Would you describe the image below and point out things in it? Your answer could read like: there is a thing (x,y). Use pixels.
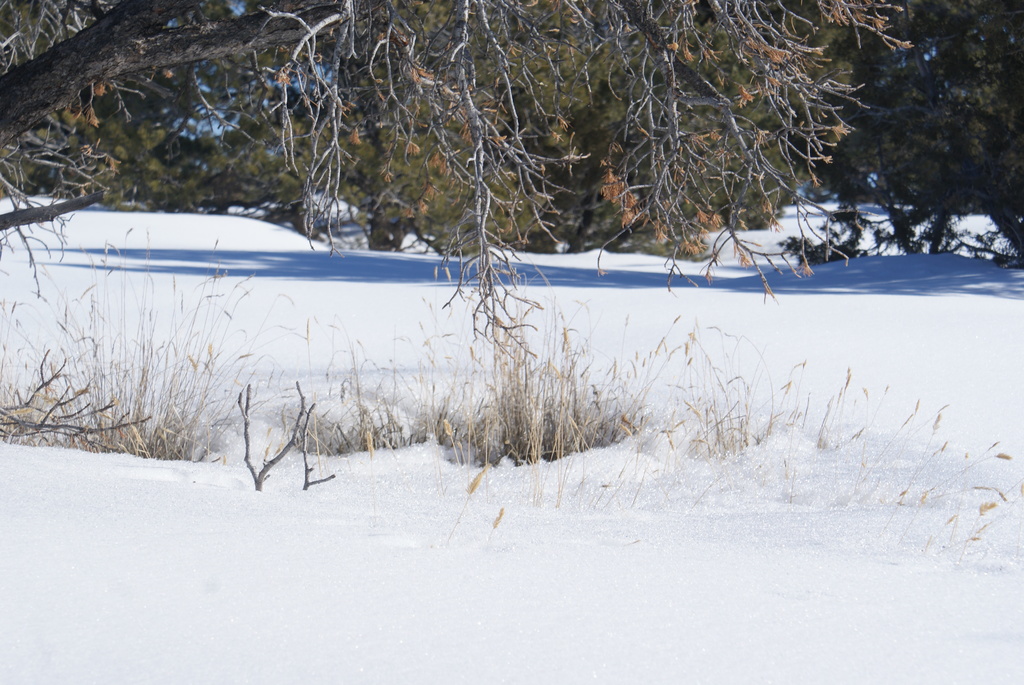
In this image, we can see trees (355,129) and at the bottom (449,495), there is grass (468,425) and snow (461,470).
